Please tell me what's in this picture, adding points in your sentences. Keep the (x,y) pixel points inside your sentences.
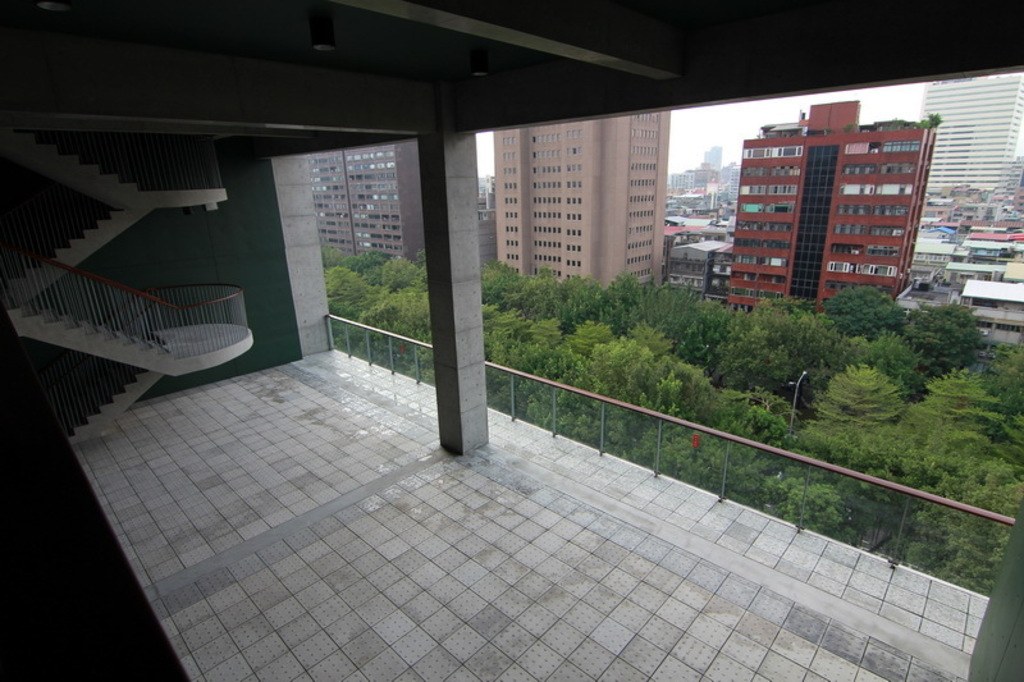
In this image I can see on the left side (205,194) it is the staircase (213,299) in the middle (654,427) it is the glass wall (417,344). There are trees (784,399) at here, at the top (1004,167) there are buildings (897,232).
